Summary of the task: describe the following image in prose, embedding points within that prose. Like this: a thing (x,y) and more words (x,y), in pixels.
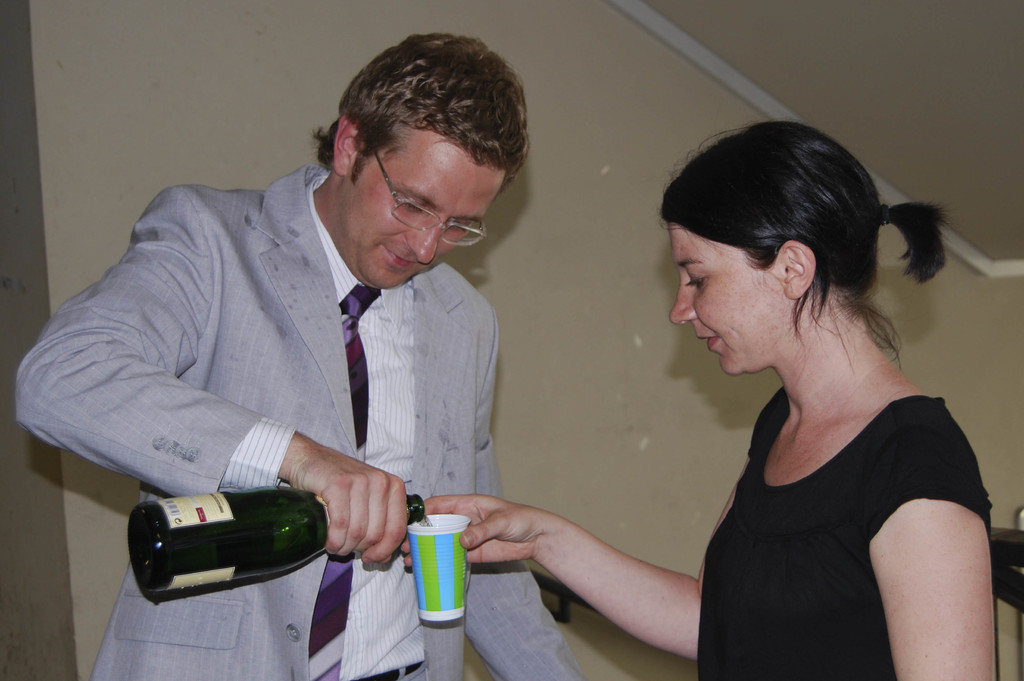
This is the picture of a guy (151,424) wearing suit (83,409) and holding the bottle (242,532) and a lady (813,557) in black dress (847,546).
